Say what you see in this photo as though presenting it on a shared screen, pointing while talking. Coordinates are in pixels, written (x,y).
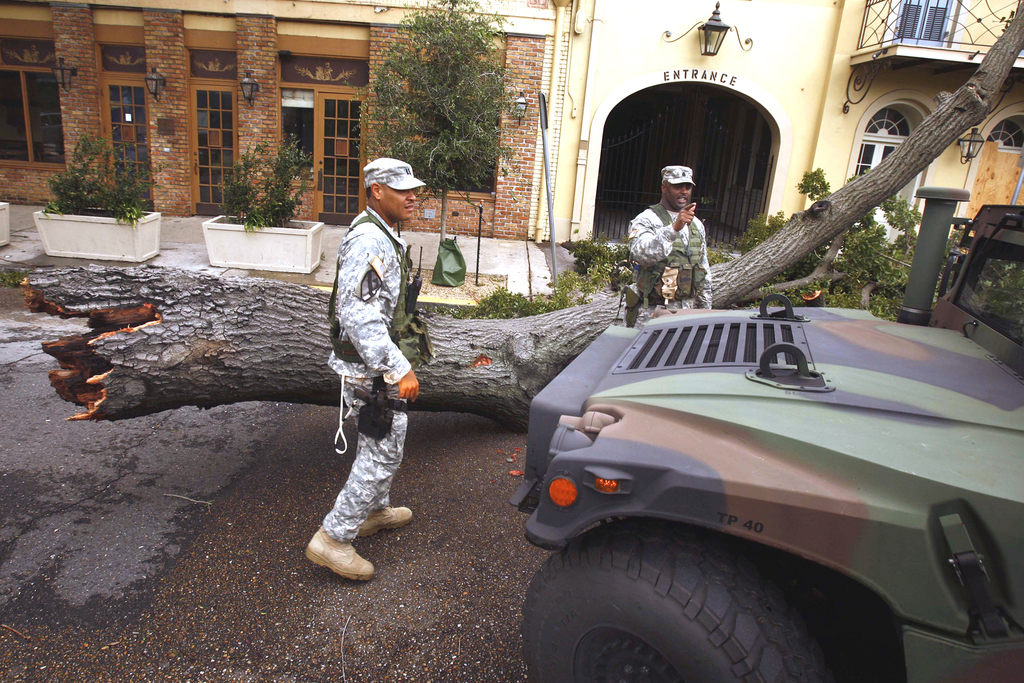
This picture is clicked outside. On the right corner (831,334) we can see a vehicle (609,591) parked on the ground (446,511). In the center (377,412) we can see the two persons (408,243) wearing uniforms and seems to be walking on the ground (472,623) and there is a trunk (134,351) of a tree (292,349) lying on the ground (192,448). In the background (363,136) we can see the buildings (823,33) and we can see the windows (913,9), deck rail (900,15), potted plants (211,262), metal rods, lamps (974,150) and we can see the doors (689,146) and the text (688,70) on the building (592,78).
